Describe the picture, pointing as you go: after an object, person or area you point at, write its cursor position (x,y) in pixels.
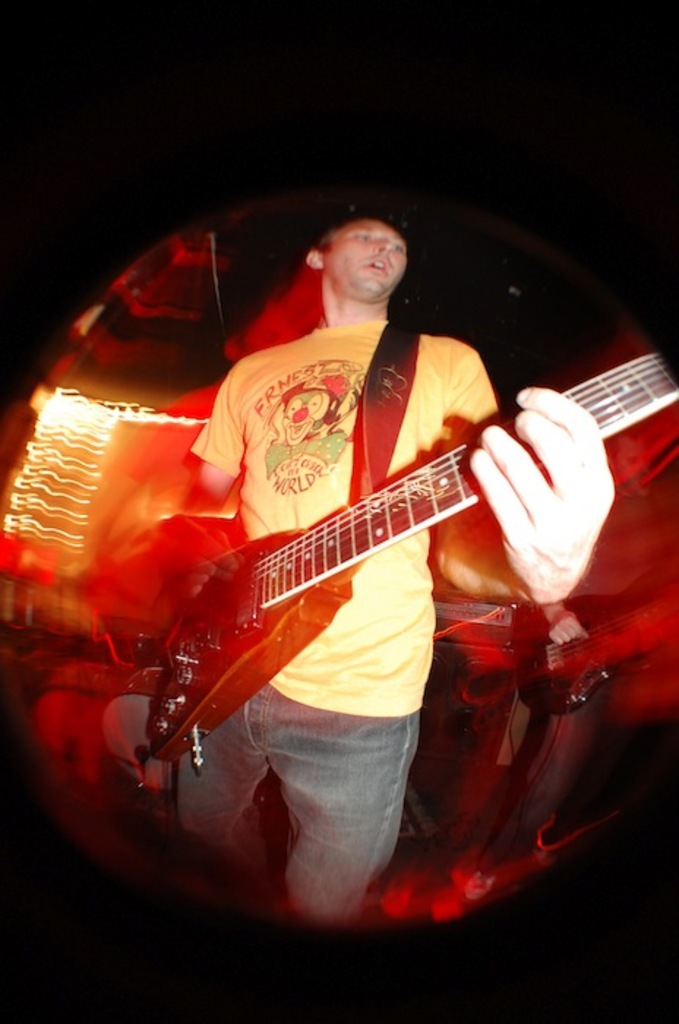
In this image i can see a person (265,477) standing and holding a guitar (202,646).
